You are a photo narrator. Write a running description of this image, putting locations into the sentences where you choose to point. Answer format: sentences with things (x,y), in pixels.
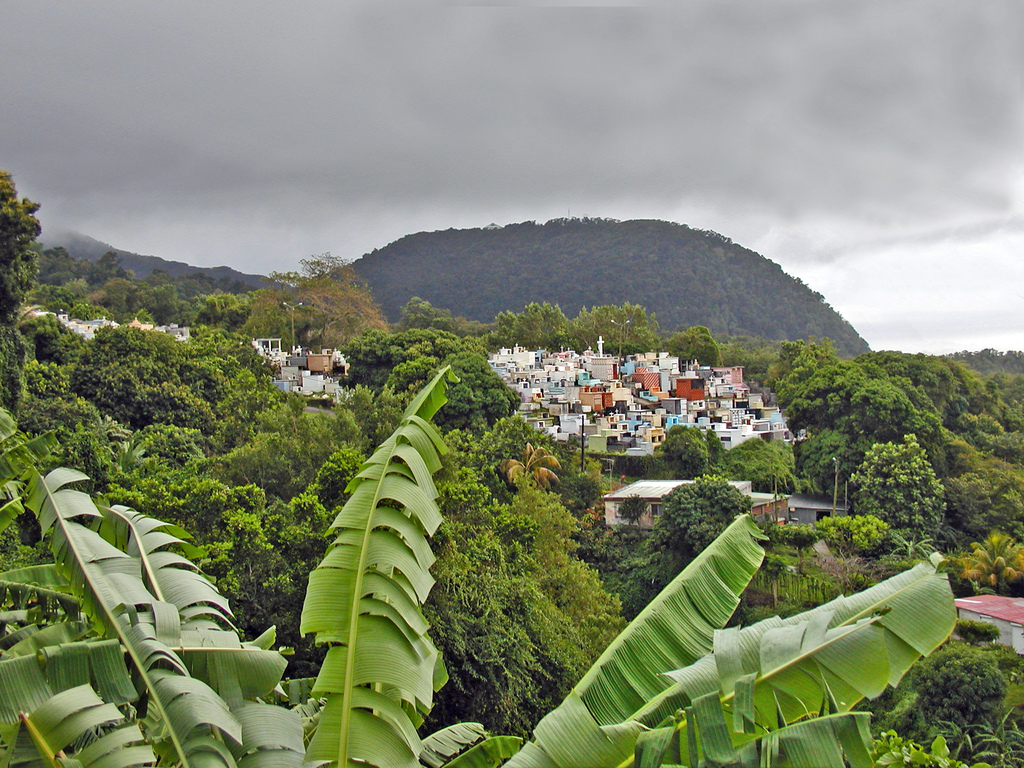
In this picture I can see trees (720,514), houses (672,407) and the hill (706,295), at the top (622,209) I can see the sky (728,153) visible.
